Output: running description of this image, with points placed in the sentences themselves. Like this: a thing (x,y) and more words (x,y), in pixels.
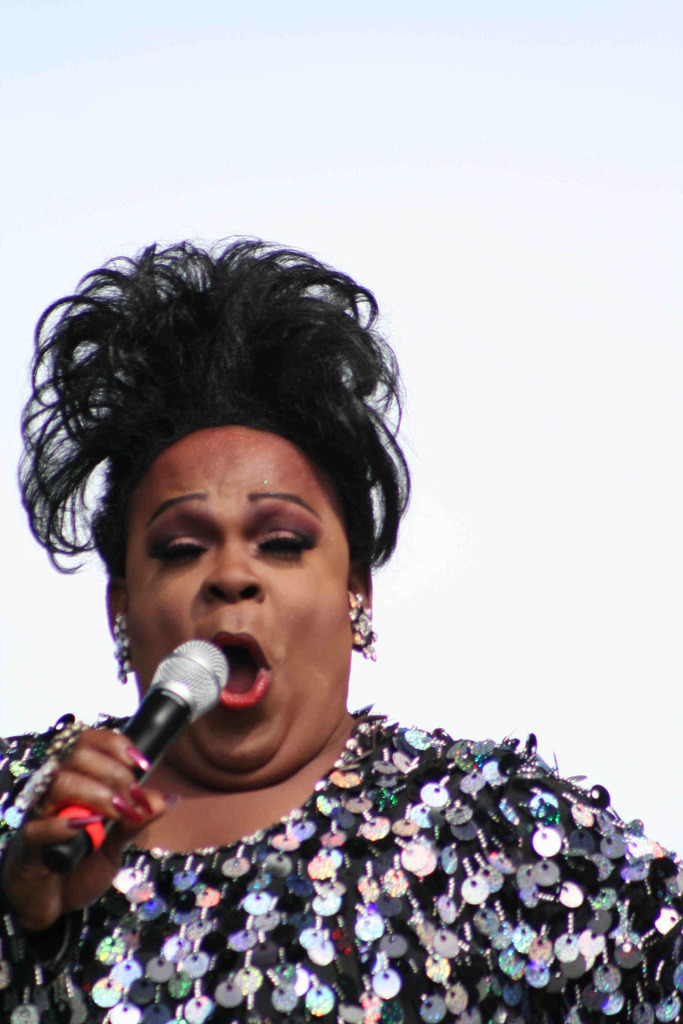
In this image i can see a woman (290,691) singing holding a microphone (178,676).
